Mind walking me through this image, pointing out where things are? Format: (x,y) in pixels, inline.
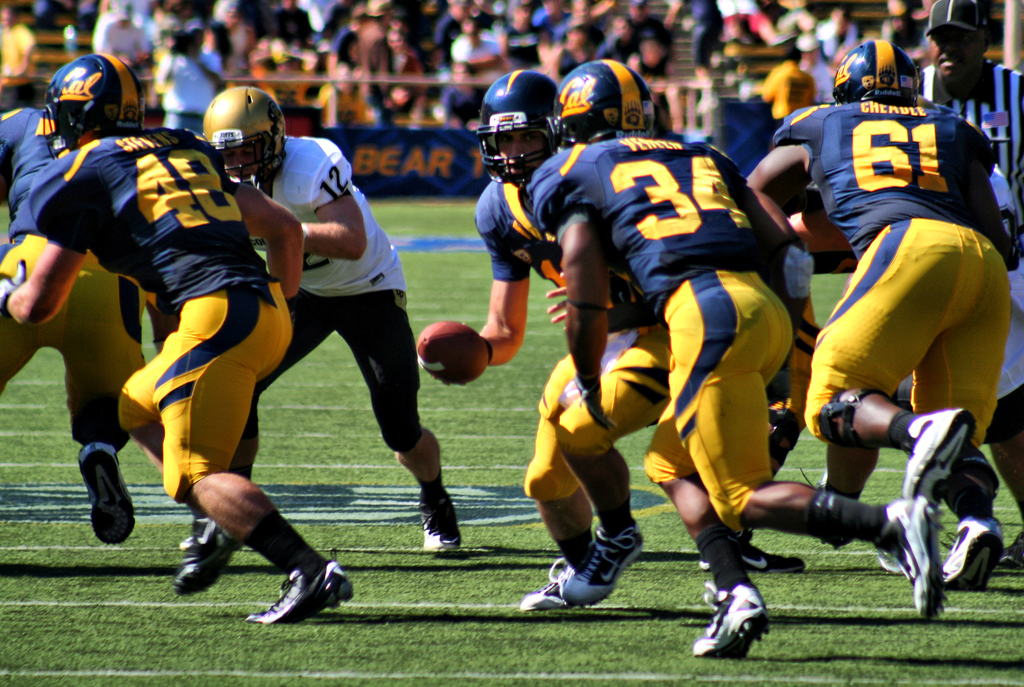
In this image we can see a few people (340,290), some of them are playing an American football (463,345), one of them is holding a ball (475,348), we can see a banner (454,150) with some text (449,163) on it, and the background (802,26) is blurred.
